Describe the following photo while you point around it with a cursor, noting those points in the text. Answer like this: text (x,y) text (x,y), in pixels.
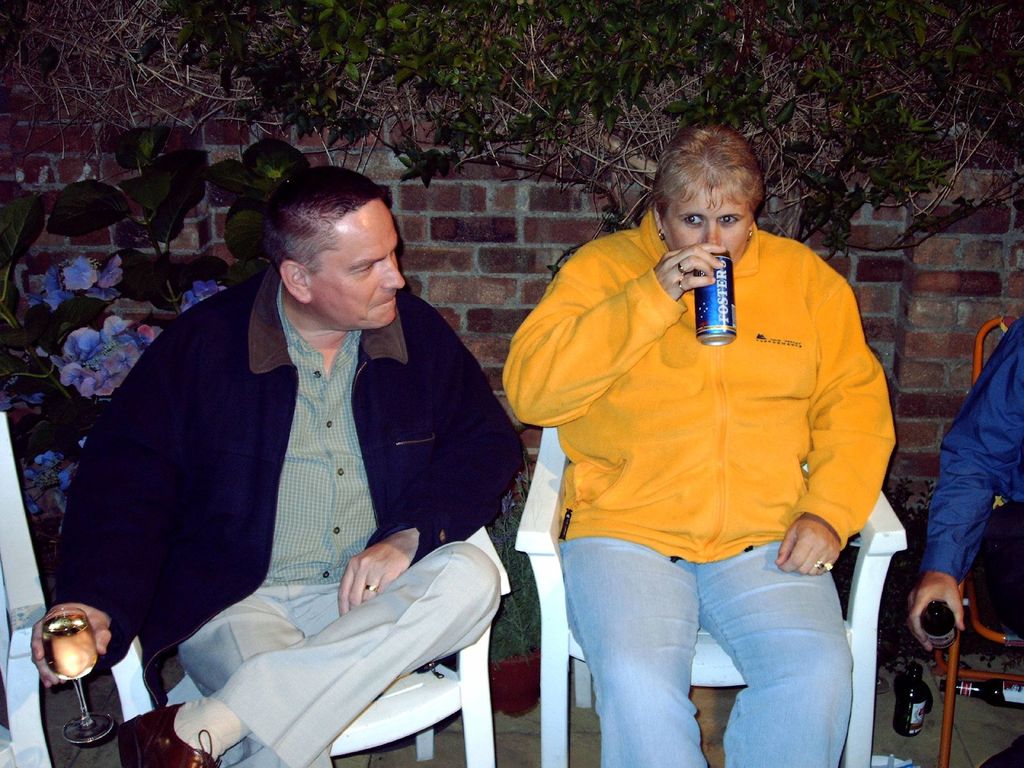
On the left (180,657) we can see a chair (25,668) and a person (238,629) is sitting on a chair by holding a wine glass (60,644) in his hand (108,636) and beside him there is a woman (678,418) sitting on the chair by holding a tin (695,302) in her hand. On the right (1013,390) we can see a person (1017,371) sitting on the chair (944,670) by holding a wine bottle (935,636) in the hand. On the ground (399,761) we can see plants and wine bottles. In the background (359,156) there are plants (272,150) with flowers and wall (520,254).
